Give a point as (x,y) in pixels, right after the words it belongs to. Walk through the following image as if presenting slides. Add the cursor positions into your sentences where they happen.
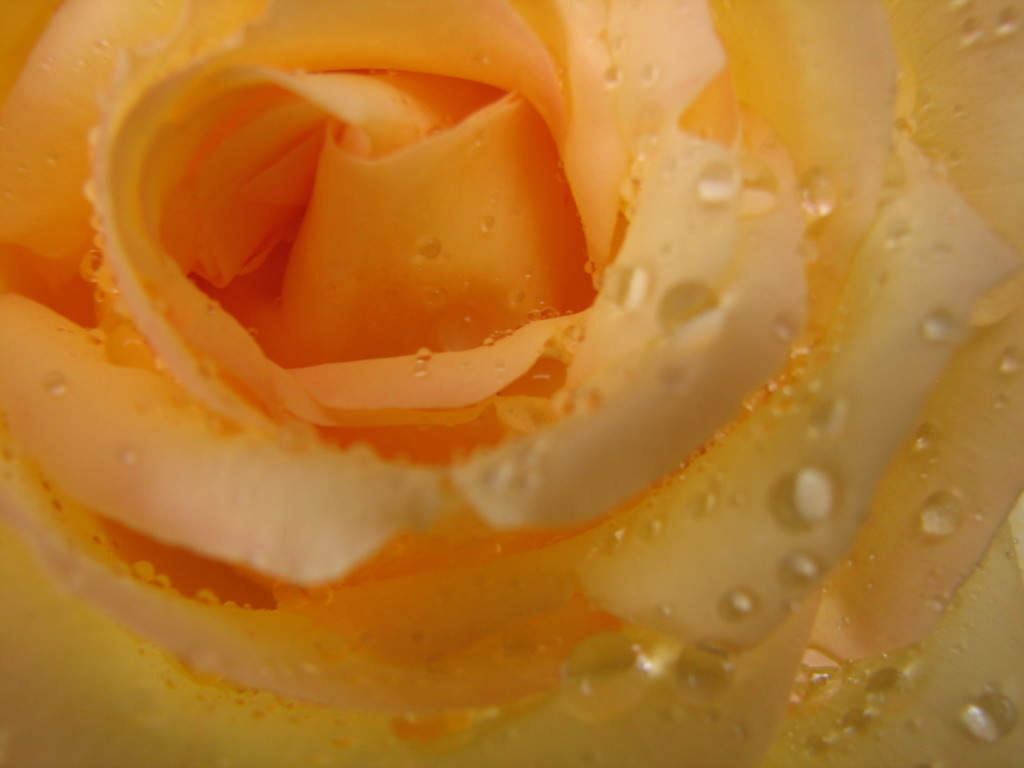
In this picture we can see a flower (658,391) which is truncated.
